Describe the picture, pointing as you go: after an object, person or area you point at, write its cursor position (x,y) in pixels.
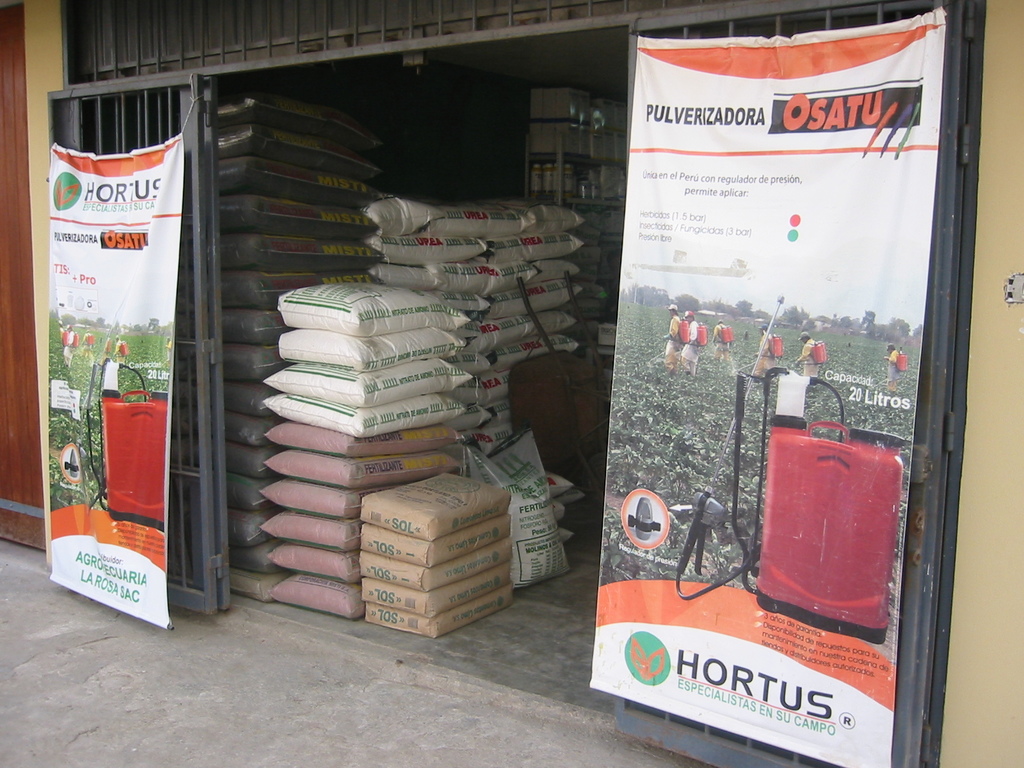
In this image, we can see a shop (1010,108), there are some posters (901,136) and we can see some packed bags (337,309) in the shop (349,31).
